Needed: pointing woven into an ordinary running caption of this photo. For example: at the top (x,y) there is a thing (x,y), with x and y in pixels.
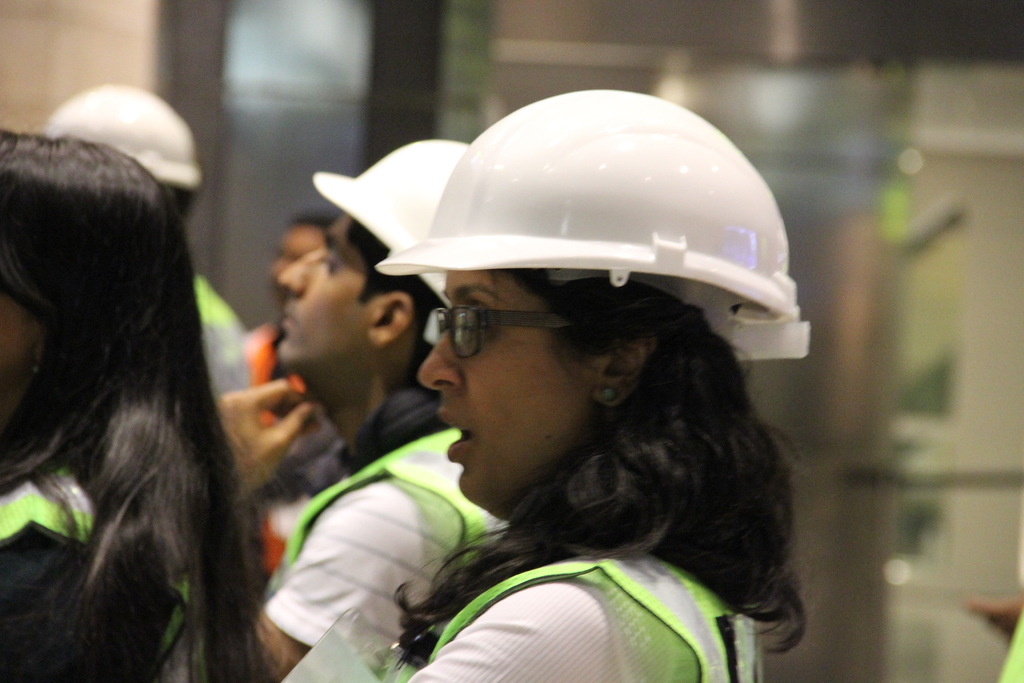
In this picture we see a group of people (284,651) where some of them wore helmets (497,162) and in the background (850,417) it is blurry.
